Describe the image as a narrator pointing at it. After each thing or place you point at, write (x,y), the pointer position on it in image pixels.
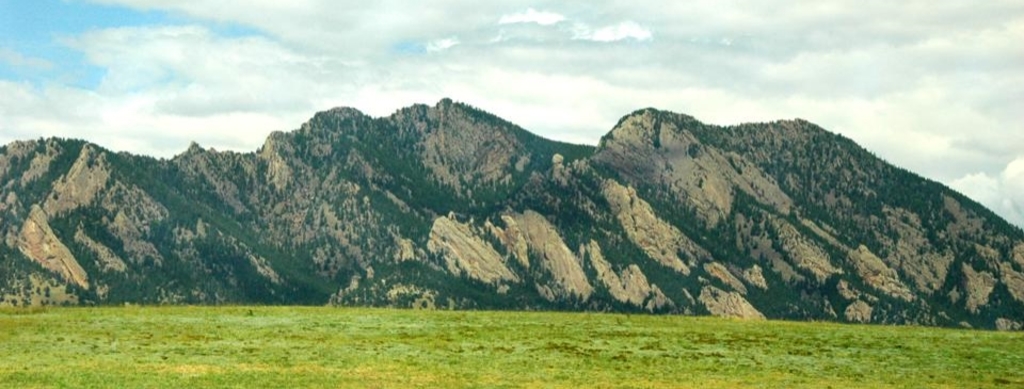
In this picture, we can see grass (498,340), trees (232,285), hills (484,230) and a cloudy (719,68).
